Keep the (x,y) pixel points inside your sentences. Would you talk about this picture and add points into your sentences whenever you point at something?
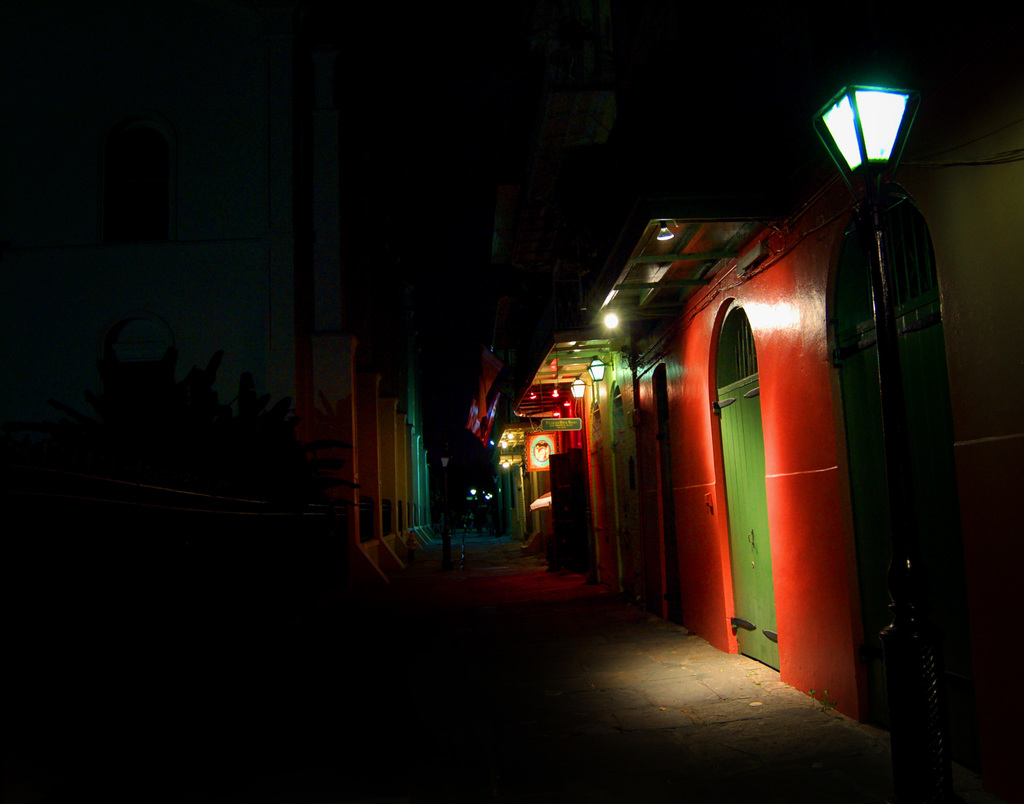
In this image, we can see buildings (296,379), plants (185,426), lights (503,461), boards (545,436) and poles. At the bottom (635,637), there is road (638,644).
